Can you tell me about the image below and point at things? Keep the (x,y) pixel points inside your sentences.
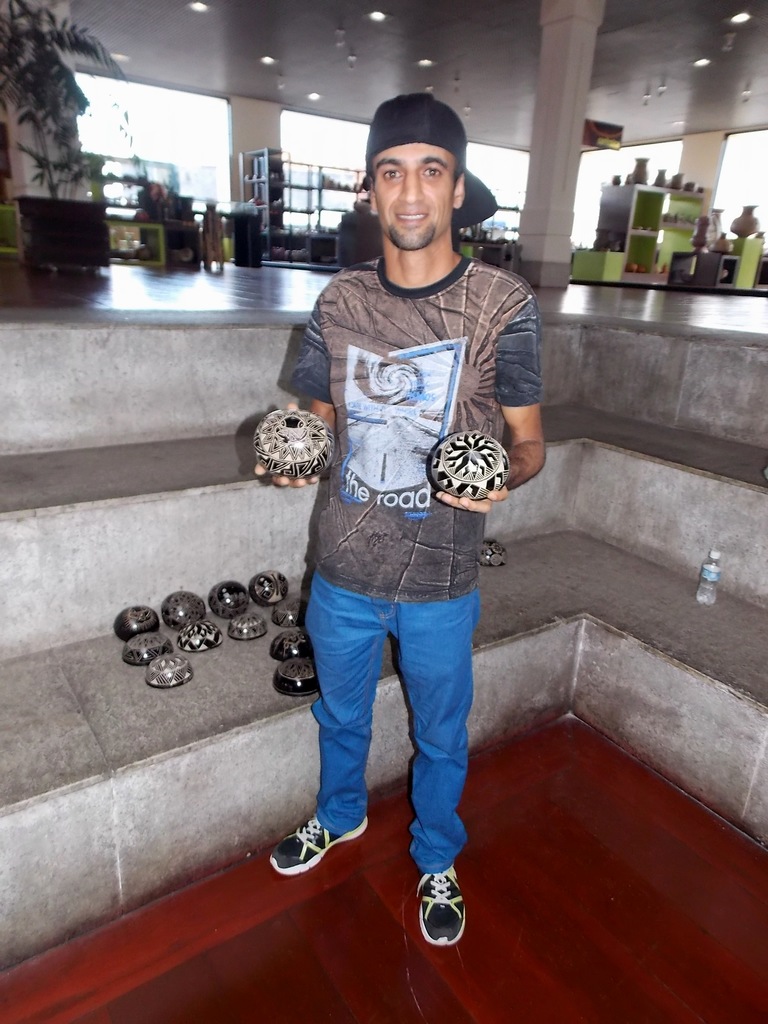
In this image in the middle (419,450) there is a man (419,392), he wears a t shirt (426,438), trouser (412,695), shoes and cap (456,143), he is holding something. At the bottom (183,684) there are stones (287,605) and bottle (711,584). In the background (558,256) there are cupboards (284,256), plant (72,45), lights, pillars (533,147) and some other items (329,176).
